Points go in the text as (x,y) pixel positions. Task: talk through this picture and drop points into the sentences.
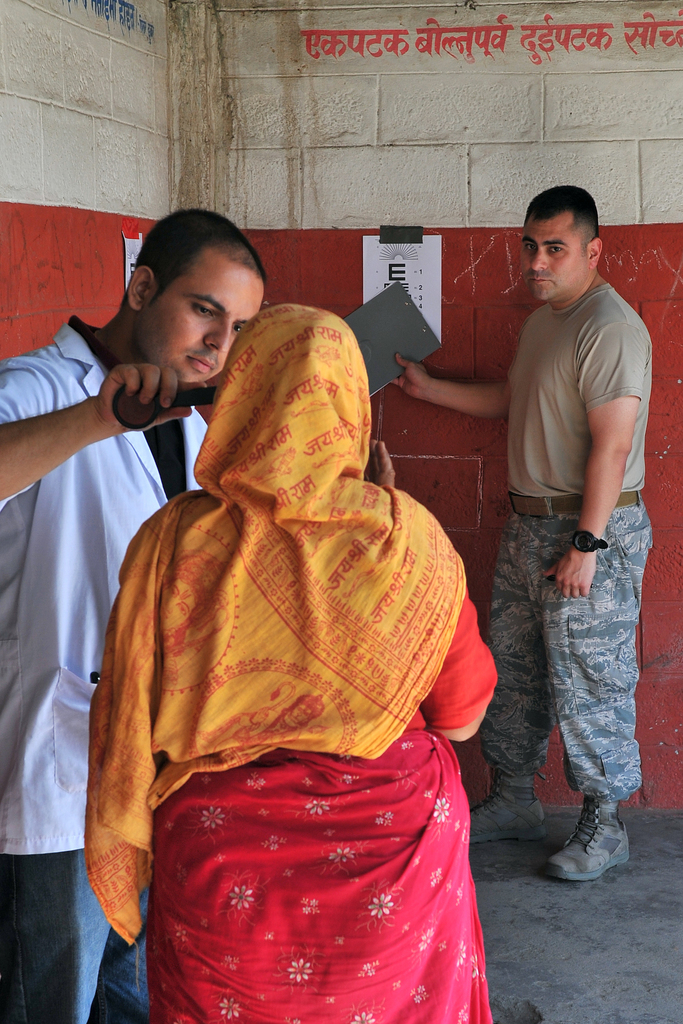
This image consists of three persons (178,635). There are two men (38,732) and a woman (399,773). The woman (326,774) is wearing a saree (351,785). In the background (351,6), there is a wall (412,188) on which there are two papers (386,284) pasted.
